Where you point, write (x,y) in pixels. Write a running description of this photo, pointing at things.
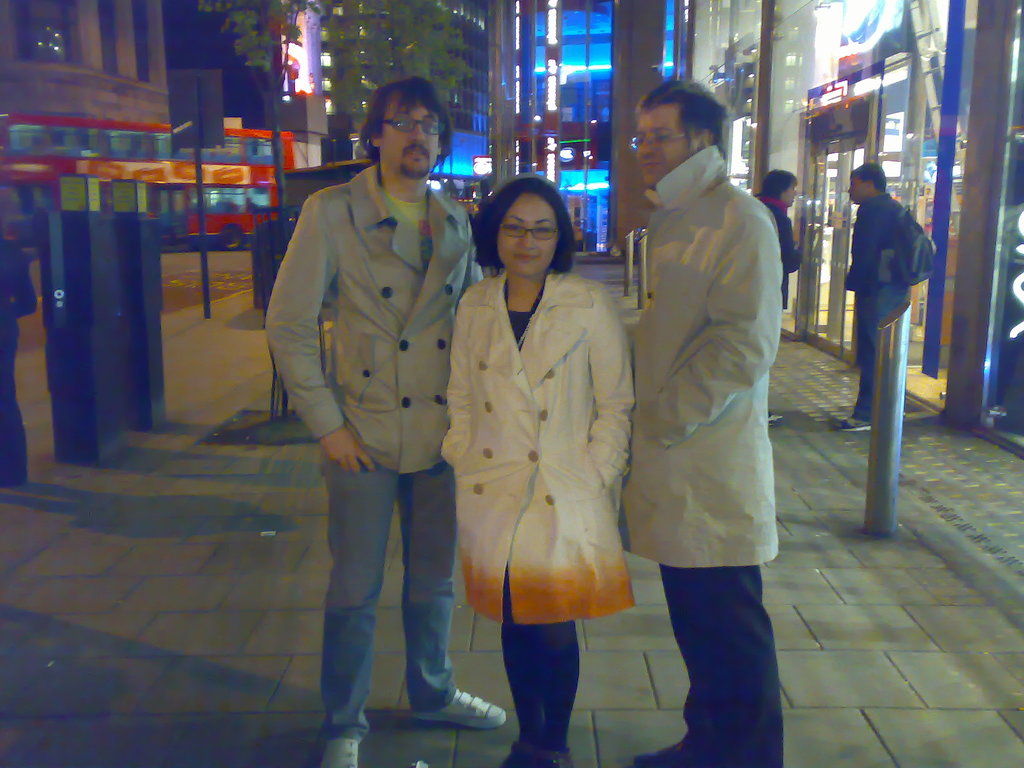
In this image we can see a bus (189,185). There are many buildings (572,69) and the stores (812,78) in the image. There are few people (666,345) are standing in the image. There are few objects (114,346) on the footpath (192,383).
